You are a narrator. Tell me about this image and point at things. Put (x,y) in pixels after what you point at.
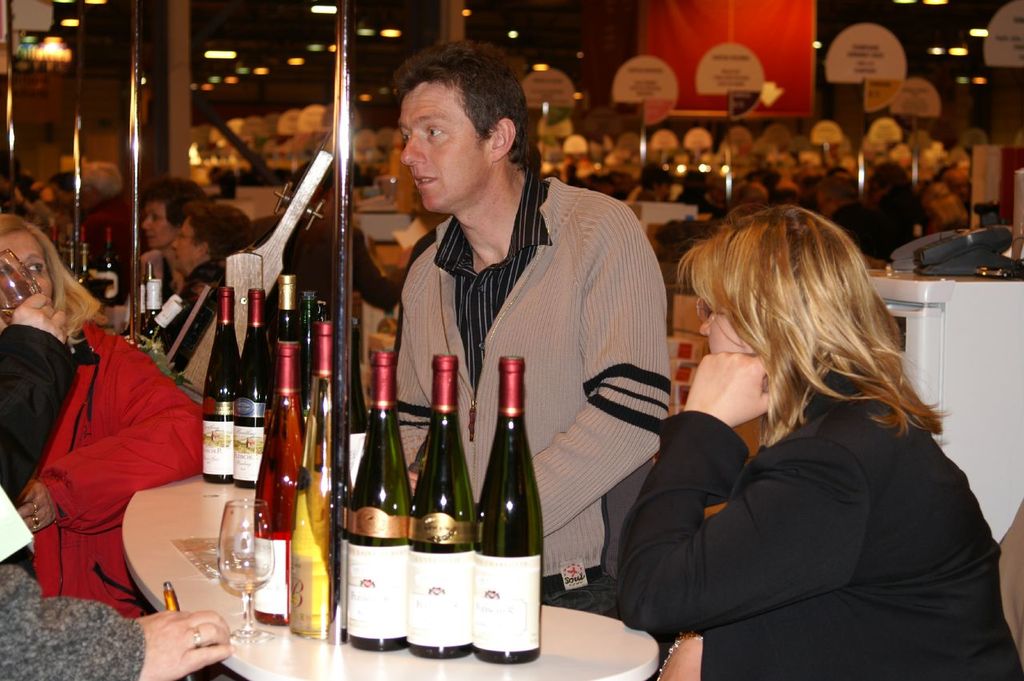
The picture is clicked inside a restaurant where people (532,373) are standing on both the sides of the table (173,551) and wine bottles (356,530) are placed on the table (160,552) with glasses (239,538).
